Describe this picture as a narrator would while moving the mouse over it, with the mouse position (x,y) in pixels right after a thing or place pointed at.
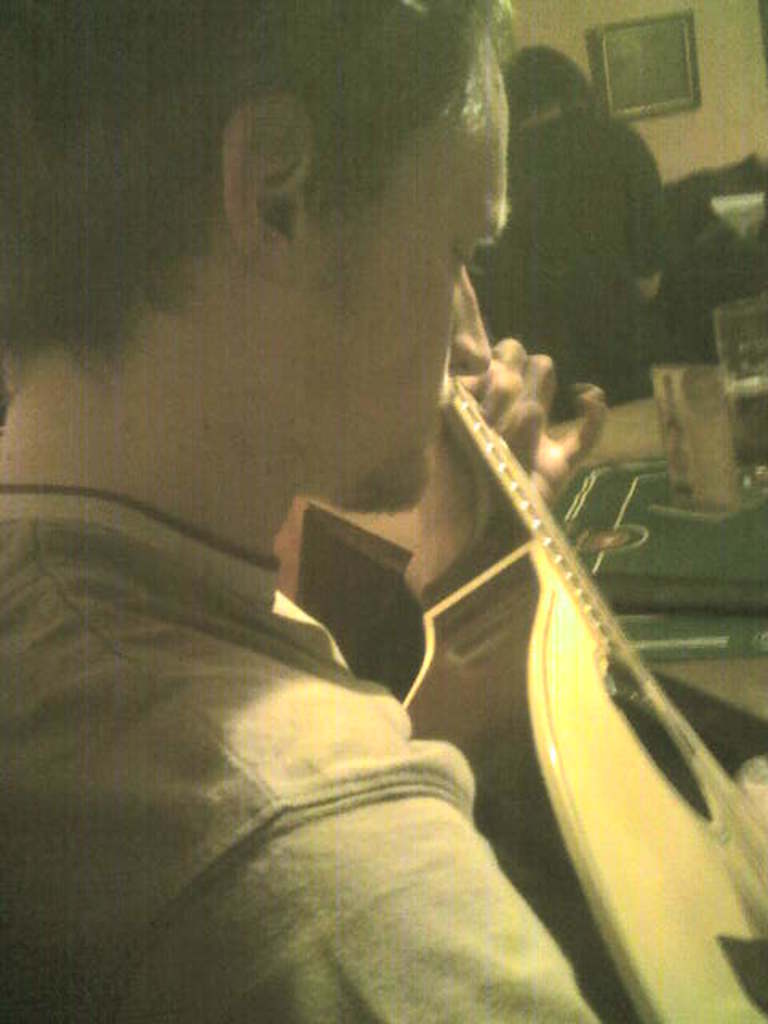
In this picture there is a man (294,694) holding a guitar (487,454). There is a glass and few objects (649,518) on the table (583,518). There is a frame (649,85) on the wall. There is a person (536,221) standing at the background (580,259).
